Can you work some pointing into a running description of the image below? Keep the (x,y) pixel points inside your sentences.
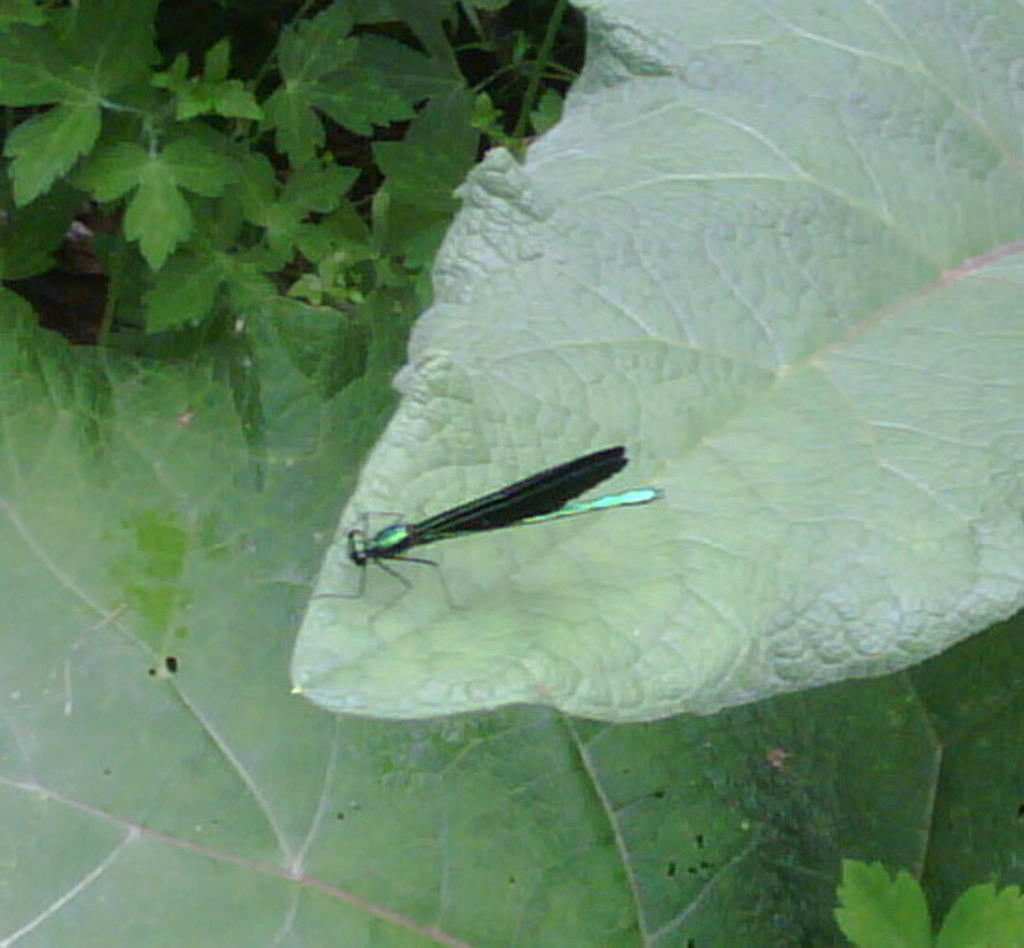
In the image we can see an insect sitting on the leaf (789,510). Here we can see leaves (222,200).
